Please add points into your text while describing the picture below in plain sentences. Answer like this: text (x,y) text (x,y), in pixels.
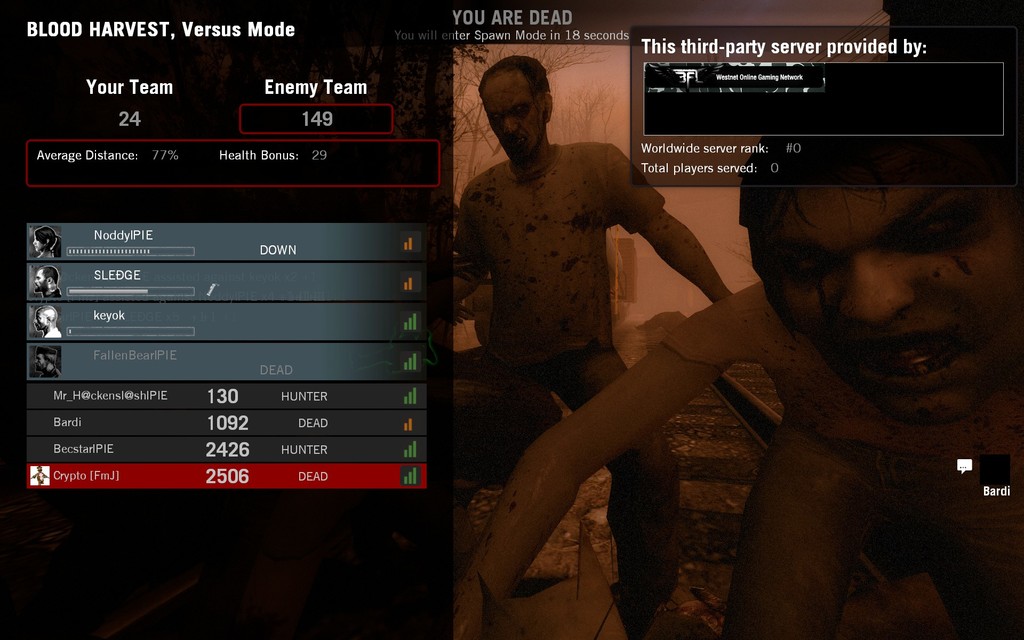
In the picture we can see a game screenshot with a images of zombies (632,577) and beside it we can see a blood harvest versus mode.
